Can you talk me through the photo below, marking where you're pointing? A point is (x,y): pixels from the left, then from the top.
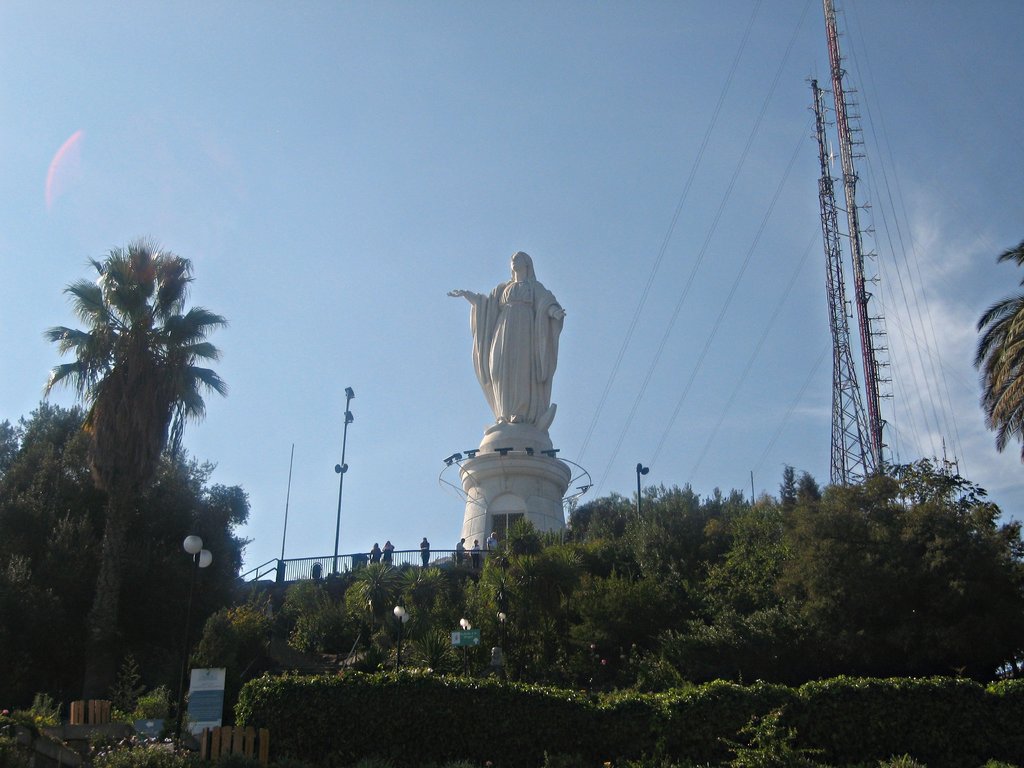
In the foreground of the picture (198,713) there are plants (340,727), trees (549,654), poles (180,706) and other objects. In the center of the picture (529,336) there is a sculpture (507,390). On the right (848,453) there are current poles (828,294) and cables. In the center of the picture (347,397) there are people (388,556), poles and railing (327,562). Sky (508,128) is sunny.
